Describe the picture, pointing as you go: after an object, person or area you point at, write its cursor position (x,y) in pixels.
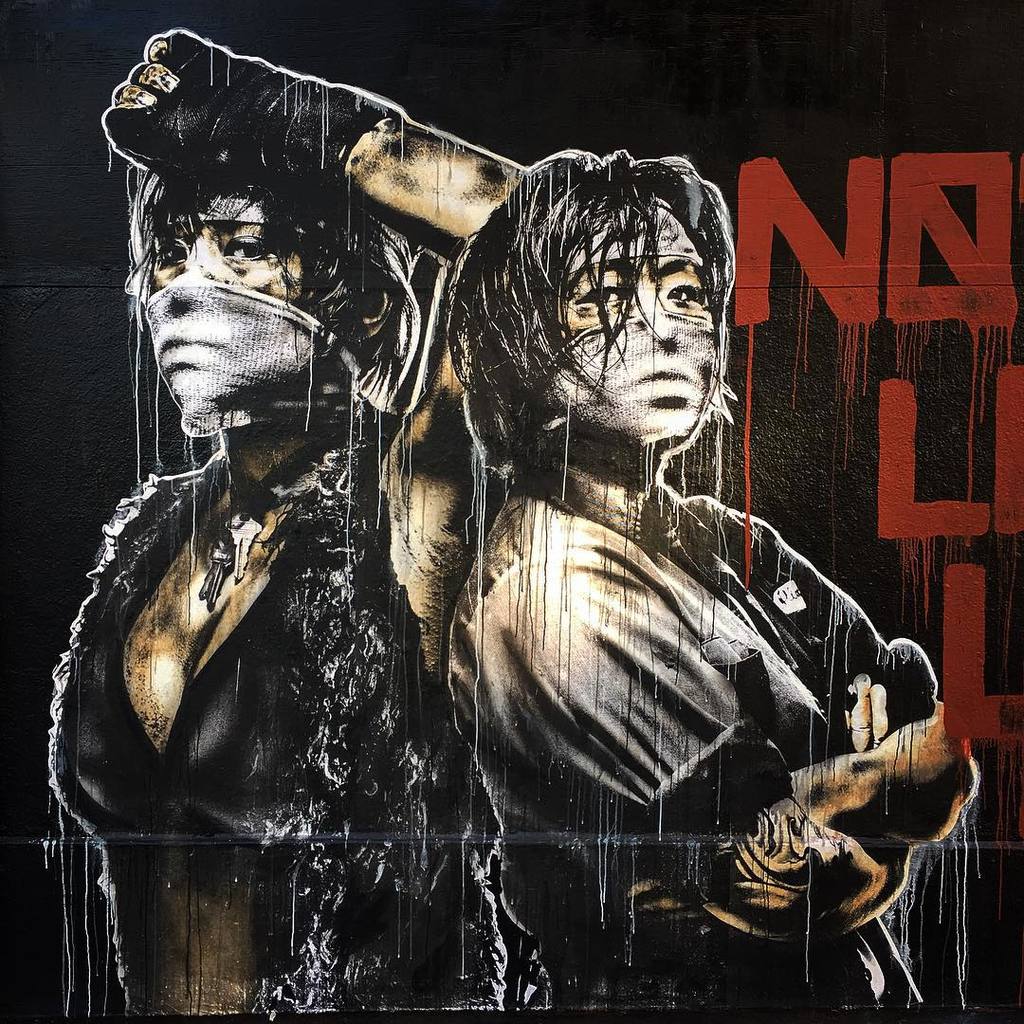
In this image we can see a poster (458,565), on the poster (458,563), we can see the persons (462,557) and text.
